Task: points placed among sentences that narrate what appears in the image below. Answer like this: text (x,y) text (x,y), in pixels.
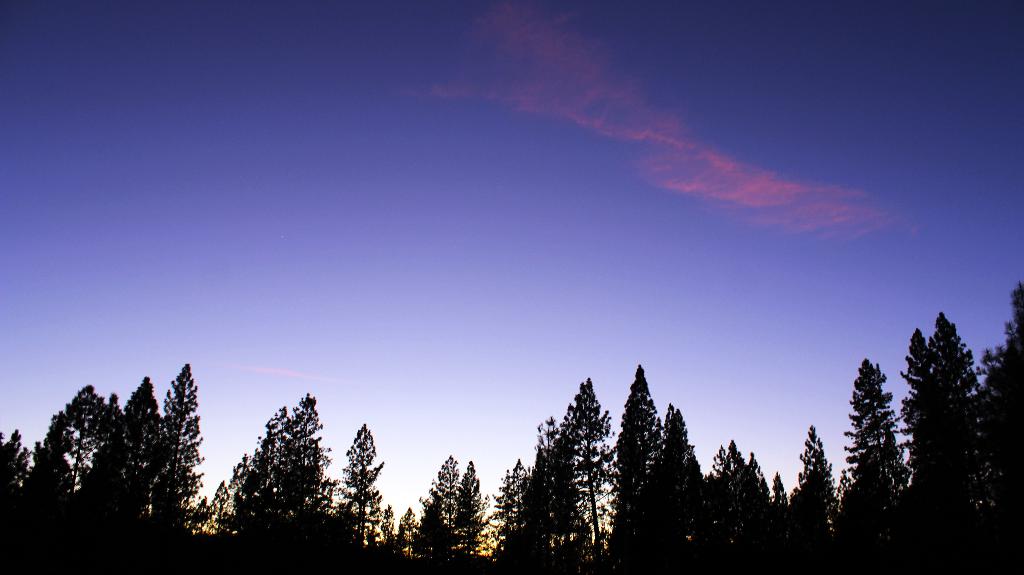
In this picture we can see the sky (523,378) and trees (557,499).
